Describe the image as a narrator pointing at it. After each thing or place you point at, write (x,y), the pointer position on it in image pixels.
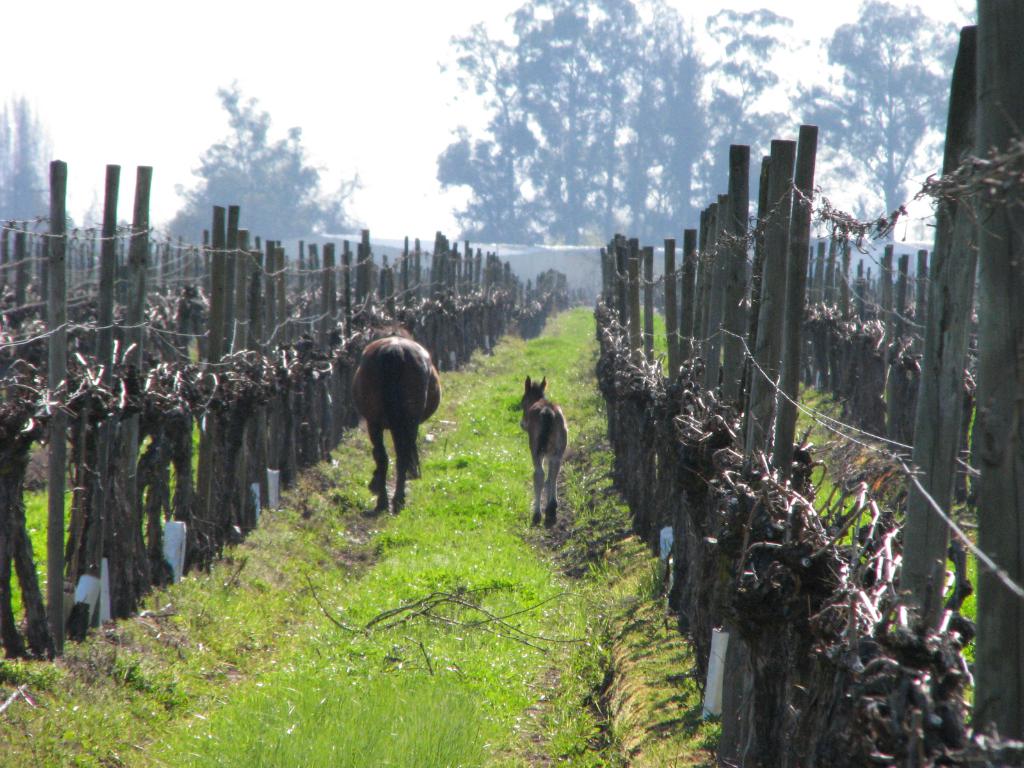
In this image we can see animals (390,428) on the grassy land (441,521). On the both sides of the image, we can see fencing (283,303). There are trees (221,173) and the sky (383,88) in the background (158,116).
